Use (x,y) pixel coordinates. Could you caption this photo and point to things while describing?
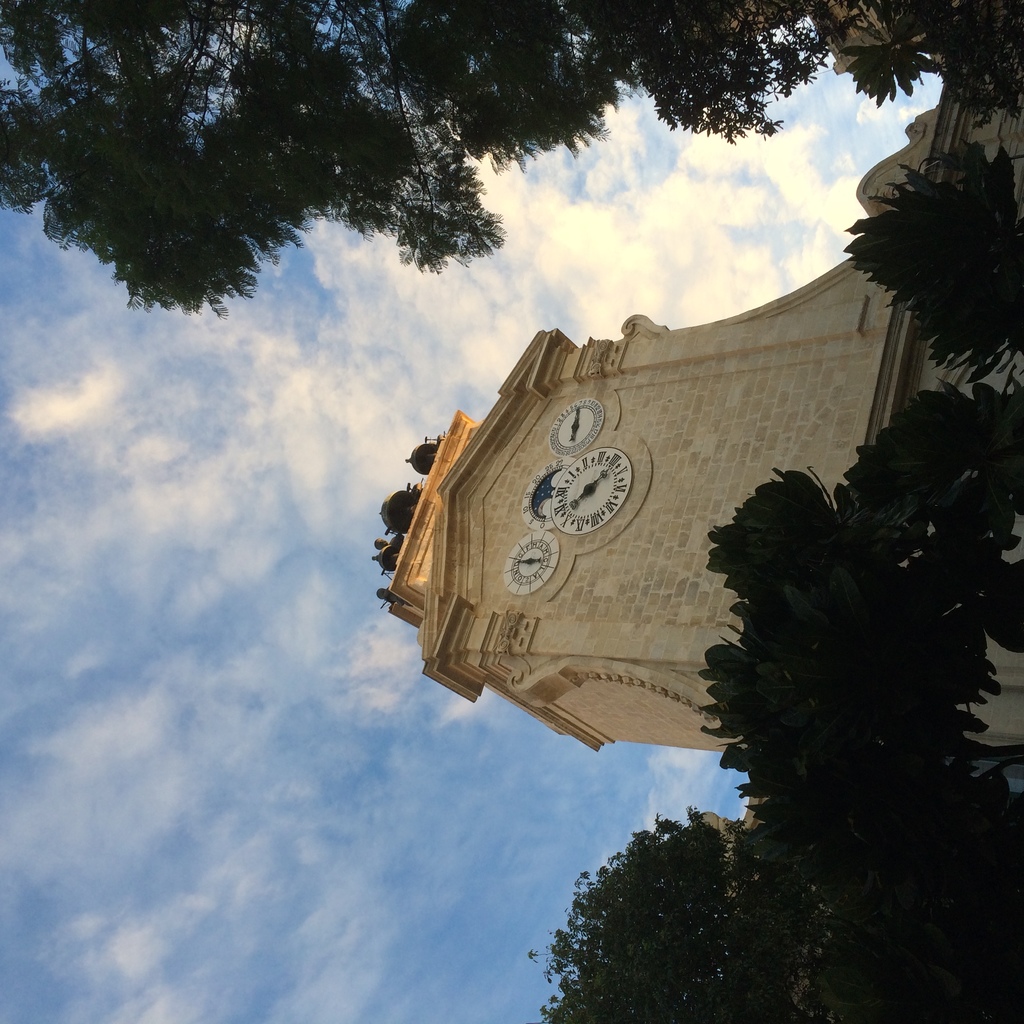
In this image there is a clock tower (627,489) in the middle of this image (582,528). There are some trees (952,240) on the right side of this image (954,253) and on the top of this image (355,132) as well. There is a cloudy sky (321,541) in the background (296,523).
